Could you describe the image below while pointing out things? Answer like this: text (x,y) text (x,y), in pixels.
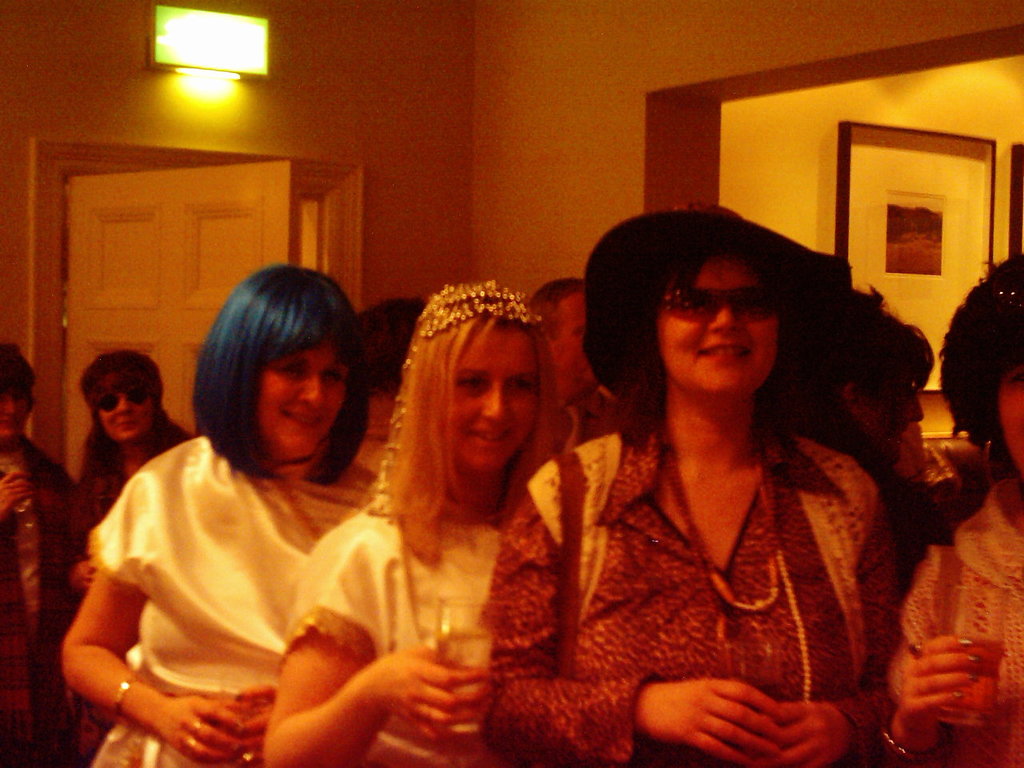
In this image, we can see persons (791,447) wearing clothes (709,605). There is a door (130,320) on the left side of the image (150,310). There is a light (206,45) in the top left of the image (215,18).
